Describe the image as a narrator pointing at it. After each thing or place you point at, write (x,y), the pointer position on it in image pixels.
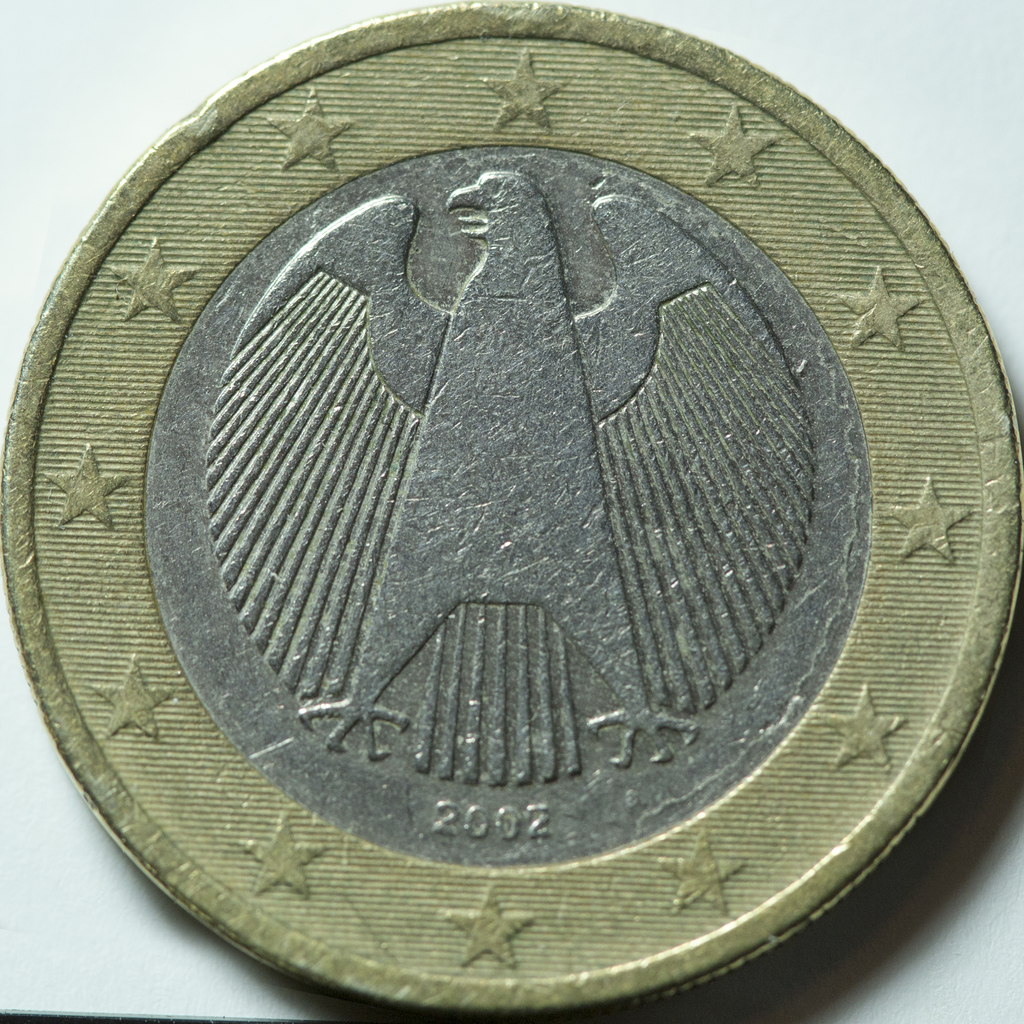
In this image we can see the coin (570,51) which is made of silver (717,697) and gold (165,849) on which we can see the picture (520,403) of animal (579,489) and we can see stars (697,871) here which is kept on the white color surface (138,64).
